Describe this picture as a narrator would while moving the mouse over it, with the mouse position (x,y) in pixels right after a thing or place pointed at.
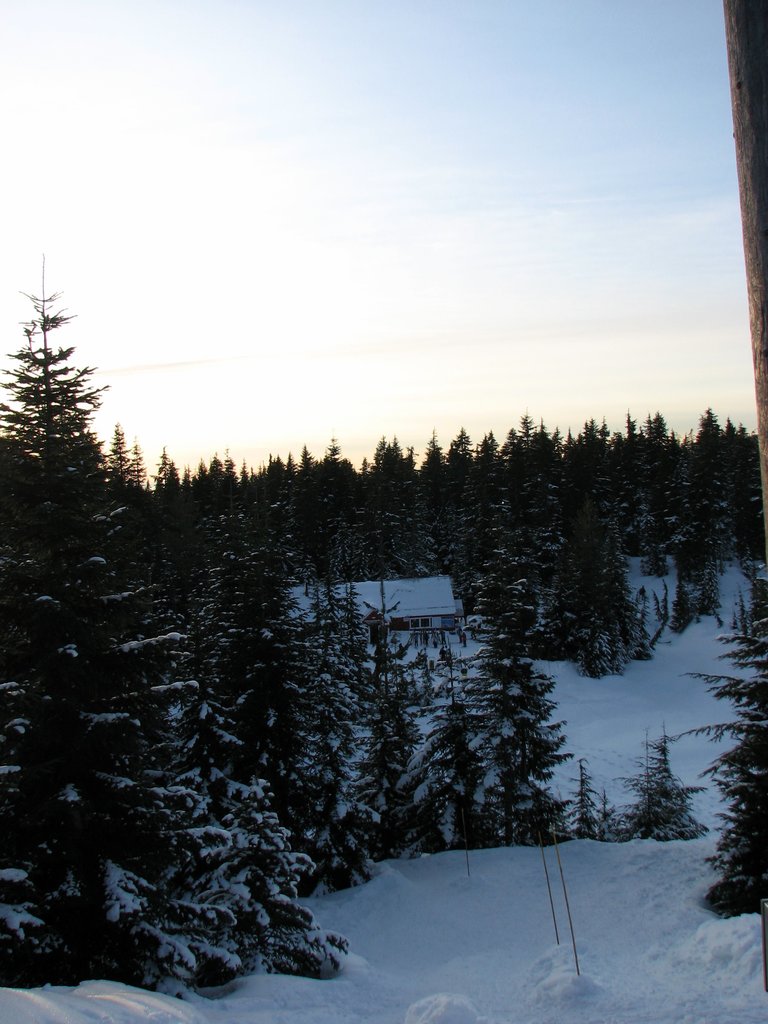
This image is taken outdoors. At the top of the image (336,232) there is the sky (427,210) with clouds (261,116). At the bottom of the image (423,934) there is a ground (513,890) and it is covered with snow (499,928). In the middle of the image (424,655) there are many trees (263,517) and plants (684,829) covered with snow (722,805).
